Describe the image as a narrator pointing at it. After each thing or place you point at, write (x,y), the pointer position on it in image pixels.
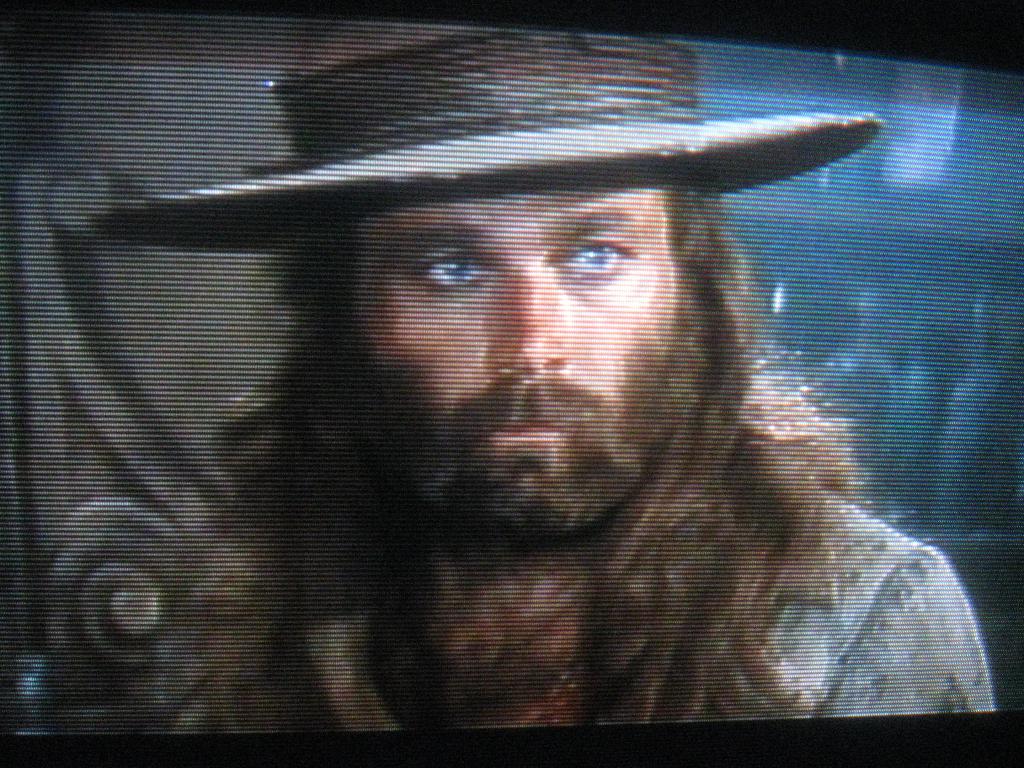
This image consists of a screen (791,624) with an image (508,629) of a man (483,489) and he has worn a hat (405,139). He is with beard (505,472) and mustache (583,426).
